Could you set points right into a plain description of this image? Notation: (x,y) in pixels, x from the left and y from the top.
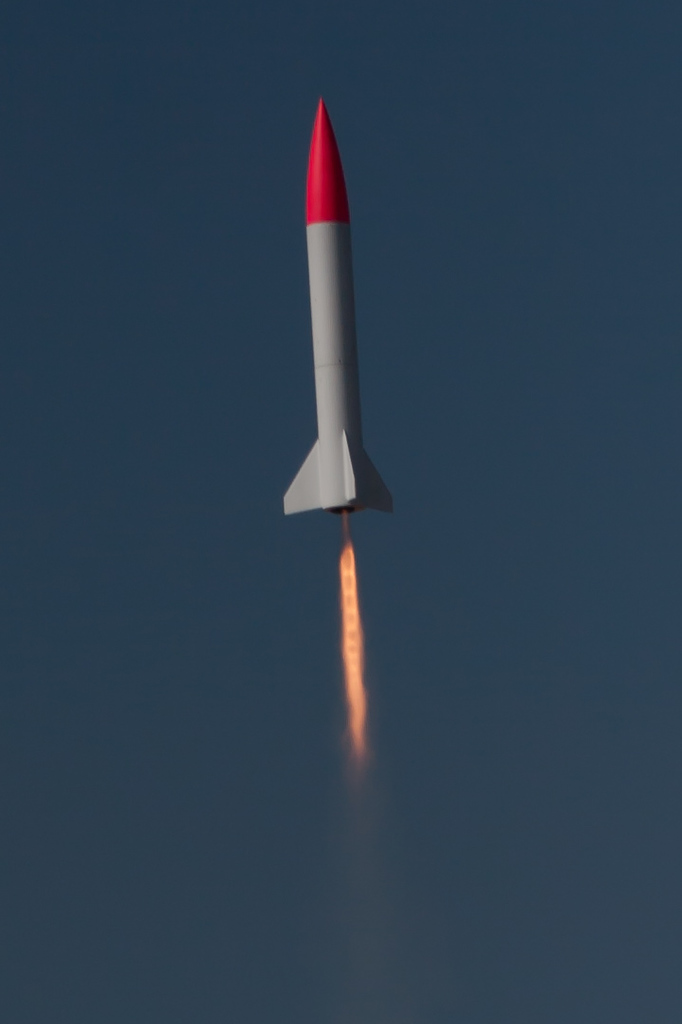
A rocket (338,425) is moving in an air (426,335), it is in grey and red color. This is the fire (358,623).
